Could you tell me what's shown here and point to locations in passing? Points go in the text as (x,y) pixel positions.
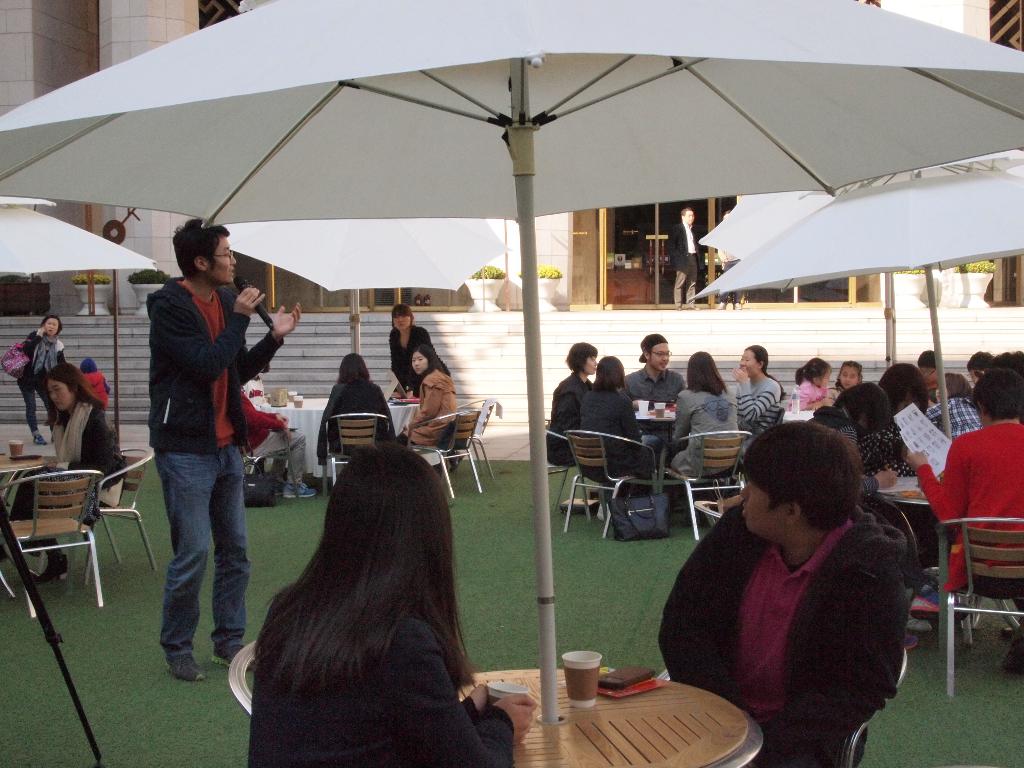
This picture describes about group of people (766,608), few are seated and few are standing, in front of them we can see cups (572,663) and other things (629,684) on the tables (523,674), on the left side of the image (211,344) we can see a man (242,346), he is holding a microphone (239,292), and we can see few umbrellas (339,211), plants (497,265) and a building (551,237).
